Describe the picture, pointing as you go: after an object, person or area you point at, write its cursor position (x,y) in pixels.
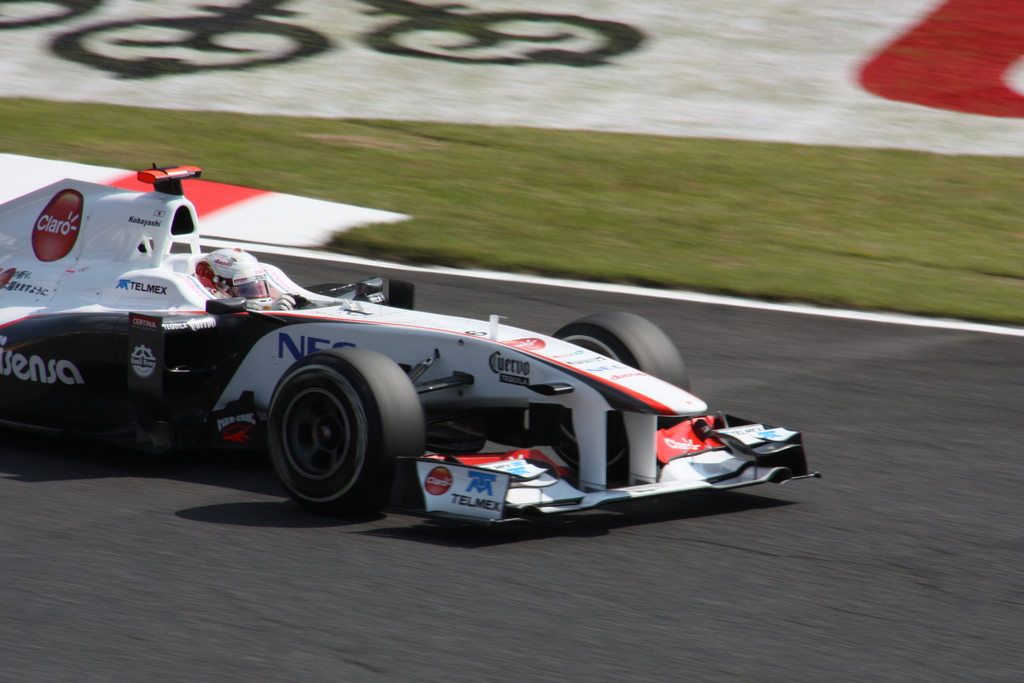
In this image, there is an outside view. There is a person (260,307) inside the car (352,301) which is in the middle of the image (406,354).
